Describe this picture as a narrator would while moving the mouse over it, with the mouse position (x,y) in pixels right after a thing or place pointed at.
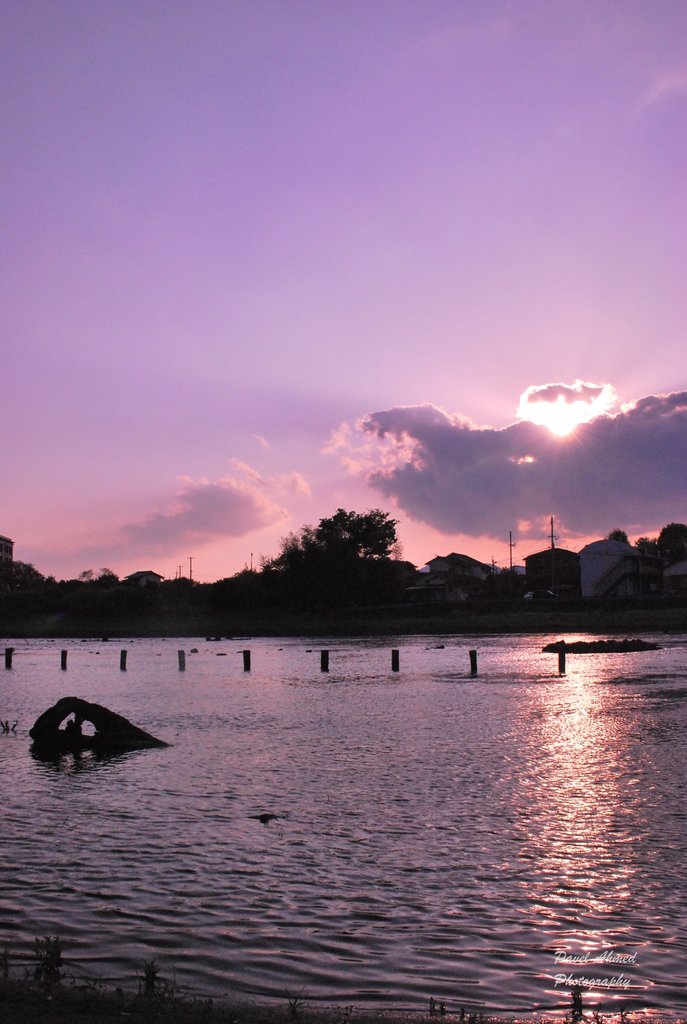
In this image we can see a sky (512,490). There are many trees (323,565) in the image. There are many houses (578,564) in the image. There is a lake (211,646) in the image. There are few objects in the water (286,679).
